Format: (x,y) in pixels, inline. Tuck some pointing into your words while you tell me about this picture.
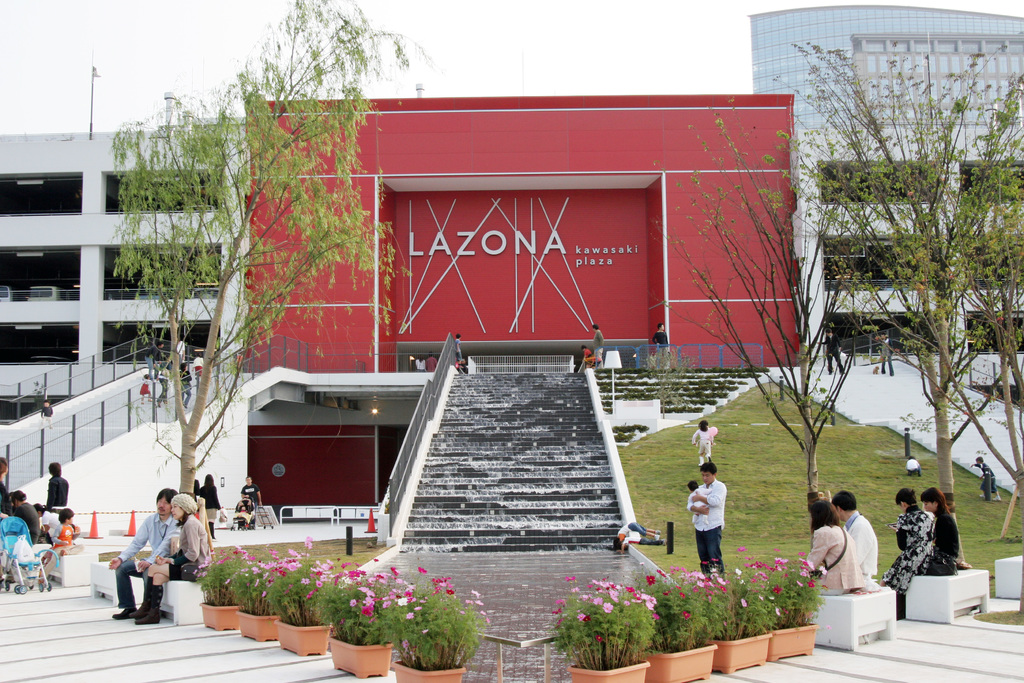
This picture describes about group of people (640,534), few are seated and few are standing, behind them we can see few plants (645,599) and trees (921,286), in the background (95,349) we can see few metal rods (128,396) and buildings (797,142).
